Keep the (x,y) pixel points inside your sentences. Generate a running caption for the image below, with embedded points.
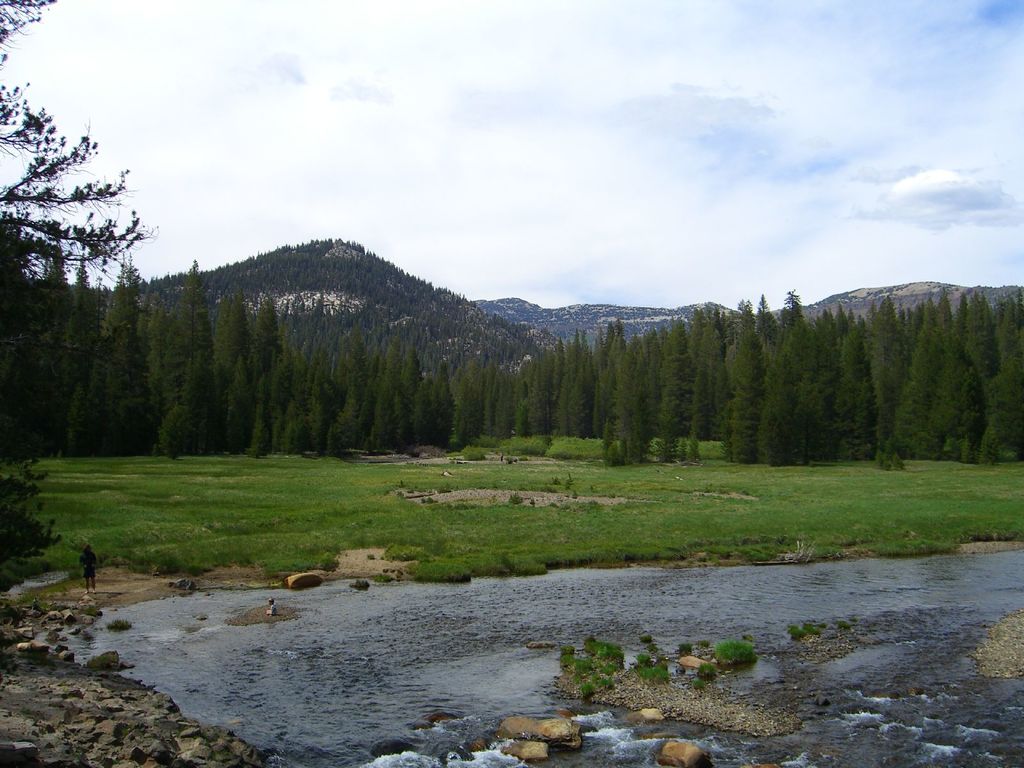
In this image I can see at the bottom (309,683) water (552,669) is flowing, in the middle (358,415) there are trees (256,424). At the back side (394,337) there are hills (454,320), at the top (567,111) it is the sky (623,103).
